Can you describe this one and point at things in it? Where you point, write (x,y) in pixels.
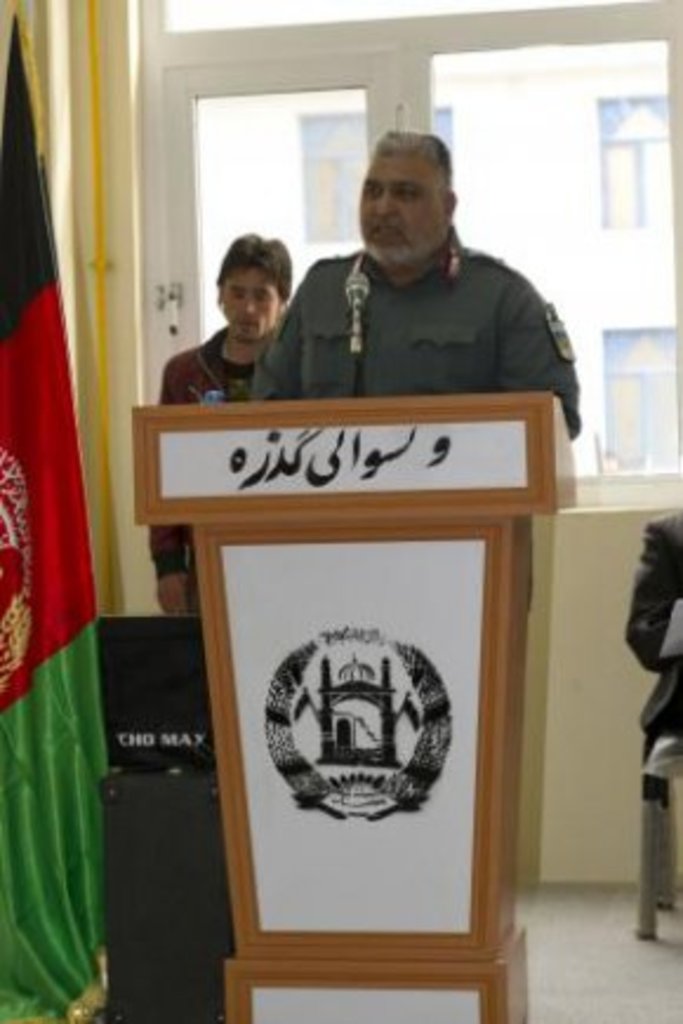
In this picture we can see there are two people (301,345) standing behind the podium (367,604) and on the podium (375,608) there is a logo (284,695) and a microphone (351,341). On the left side of the podium (261,764) there are black objects (131,715) and a flag (46,459). On the right side of the podium (430,590), it looks like a person (651,728) is sitting on a chair (651,792). Behind the people (287,344) there is a wall (630,739) with glass windows (382,119) and behind the glass windows (412,112), we can see a building (521,183).
